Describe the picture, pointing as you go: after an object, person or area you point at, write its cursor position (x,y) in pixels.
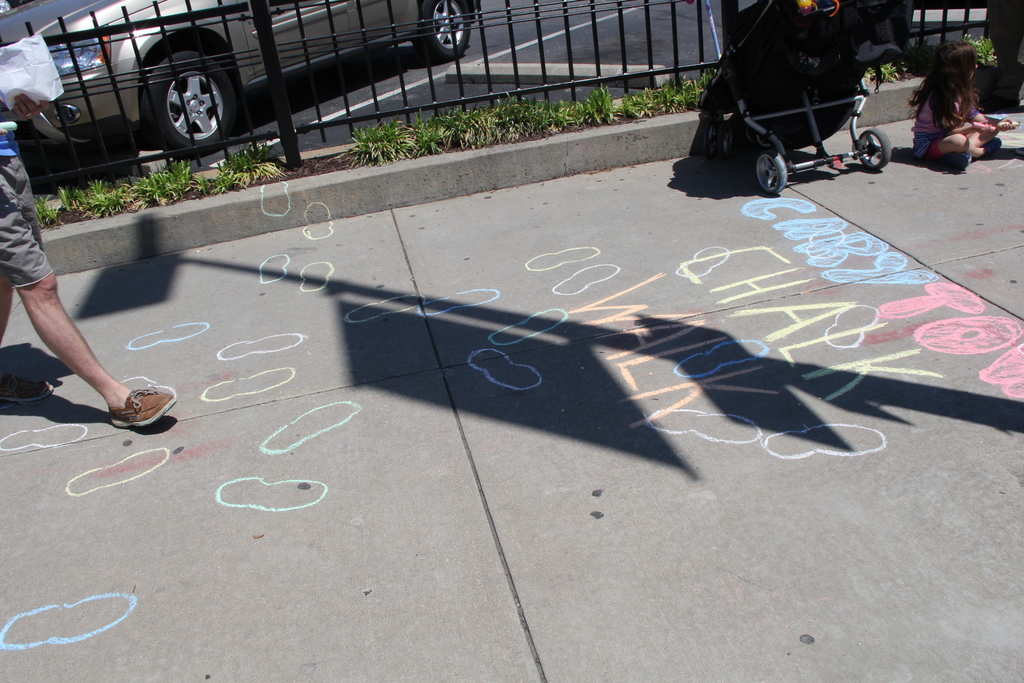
In the picture we can see a path (794,636) to it, we can see some chalk drawings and written on it as chalk walk and besides on the path (241,634) we can see some cart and a baby (963,102) beside it on the path (774,638) and we can see a person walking on it and in the background (186,171) we can see a railing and some plants (164,188) on the path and on the road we can see a car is parked.
